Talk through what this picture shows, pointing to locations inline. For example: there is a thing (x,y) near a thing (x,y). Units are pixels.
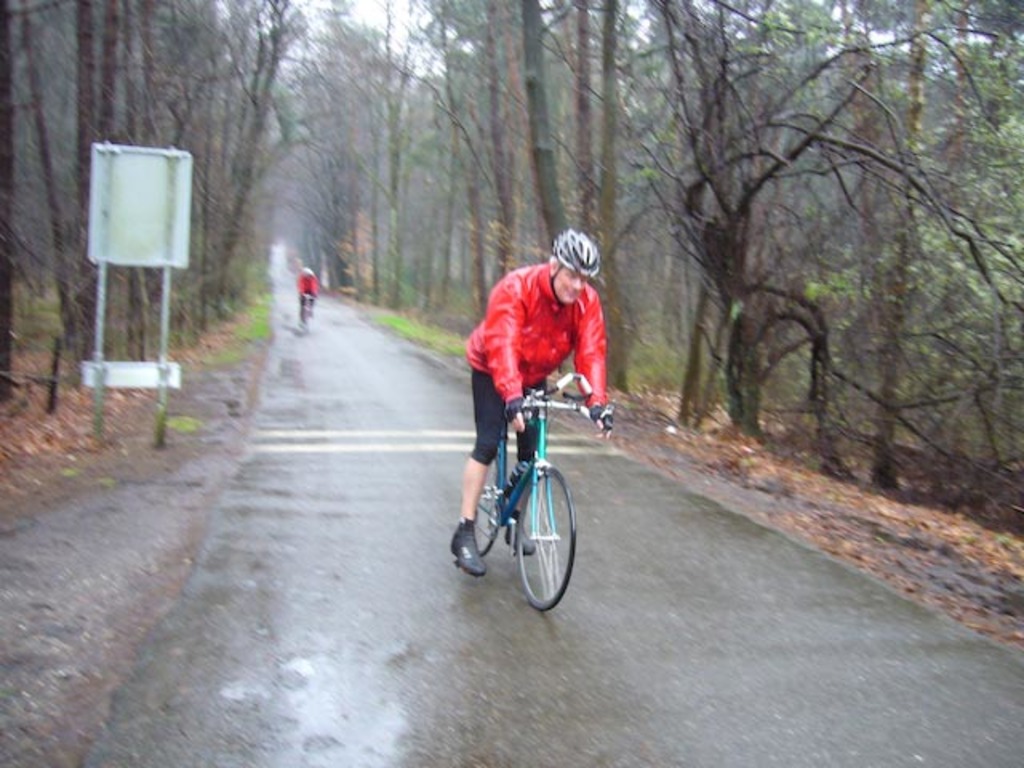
There is a man (495,316) riding bicycle (533,416) and wore helmet (568,264). We can see road (434,746) and boards (145,384) on poles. In the background (309,271) there is a person (306,283) riding bicycle (306,316) and we can see trees (458,125) and sky (429,67).
